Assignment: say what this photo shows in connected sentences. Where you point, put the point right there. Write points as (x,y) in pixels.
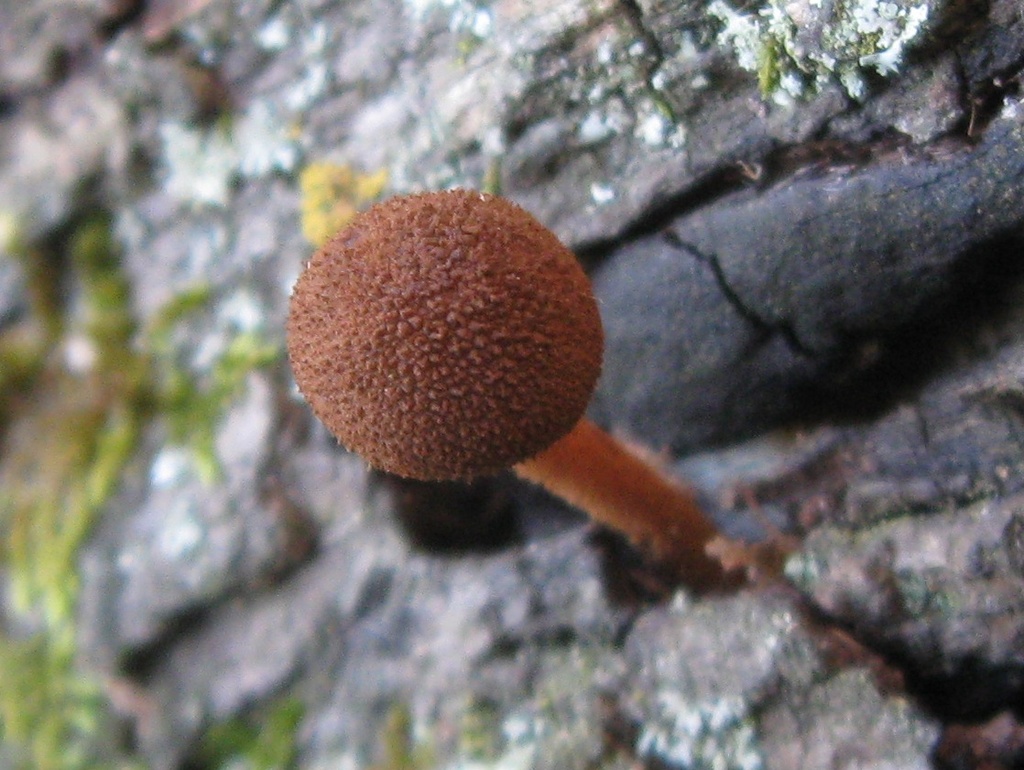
In this image we can see a mushroom (468,475). In the background (862,403) there is a wooden bark (576,692).
